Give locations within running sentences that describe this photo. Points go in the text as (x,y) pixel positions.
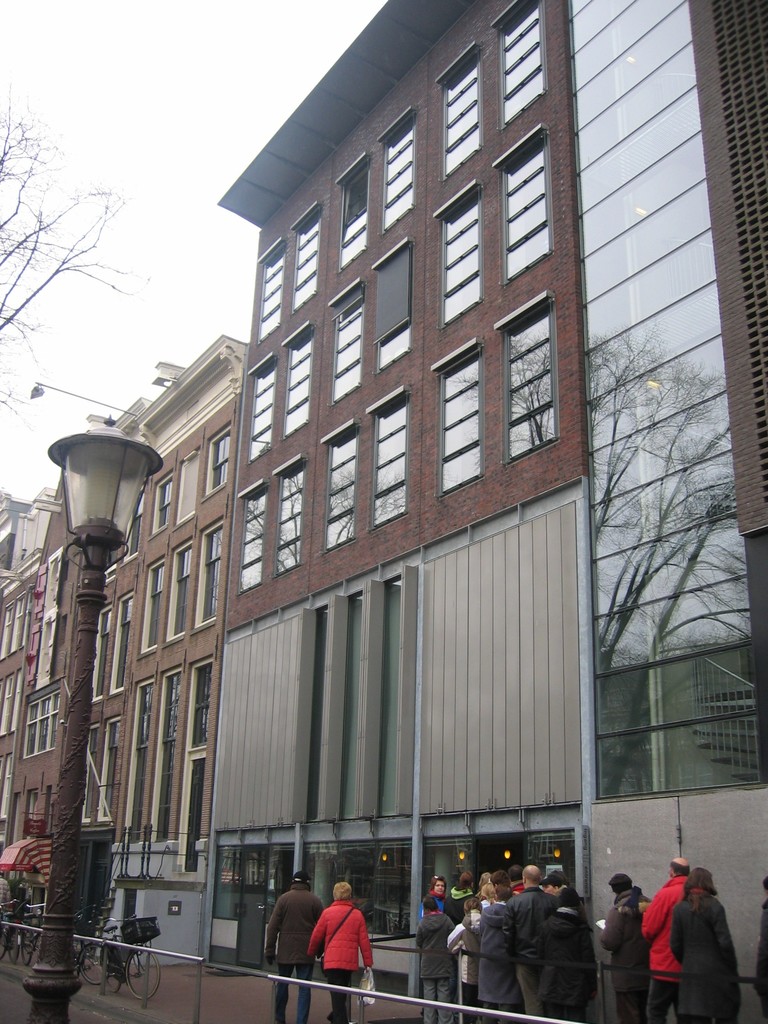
In this image there are buildings (280,663). In front of the buildings (135,656) there is a walkway (255,1001). There are people (488,933) walking on the walkway (256,988). To the left (138,939) there are bicycles (125,934) parked on the walkway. Beside the walkway (119,995) there is the road (24,1010). In the bottom left (67,869) there is a street light pole (53,893). At the top (172,113) there is the sky (176,79). In the top left (25,270) there are branches (41,224) of a tree (11,252).
